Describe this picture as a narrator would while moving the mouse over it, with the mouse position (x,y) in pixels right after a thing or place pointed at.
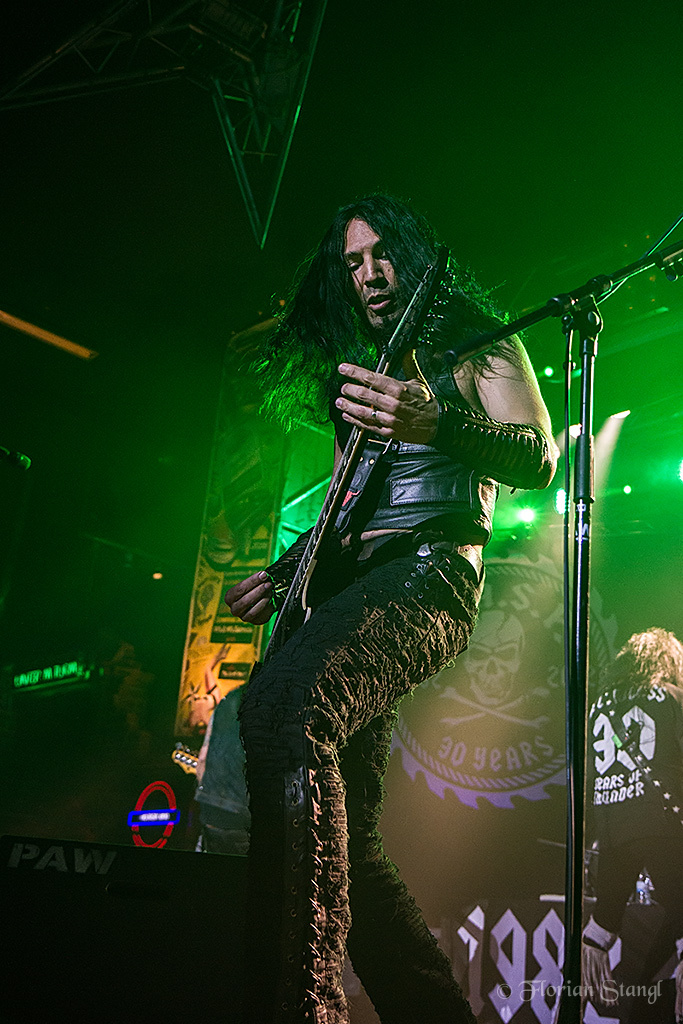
In this image, in the middle (379,429), we can see a man (473,514) standing and playing a guitar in front of a microphone (590,349) which is on the right side (592,331). In the background (595,1020), we can see green color light (543,498) and a hoarding (524,638), on the hoarding (538,644), we can see some text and some pictures (520,698). At the top (147,150), we can see black color, at the bottom (159,960), we can also see an electronic instrument (84,941).
